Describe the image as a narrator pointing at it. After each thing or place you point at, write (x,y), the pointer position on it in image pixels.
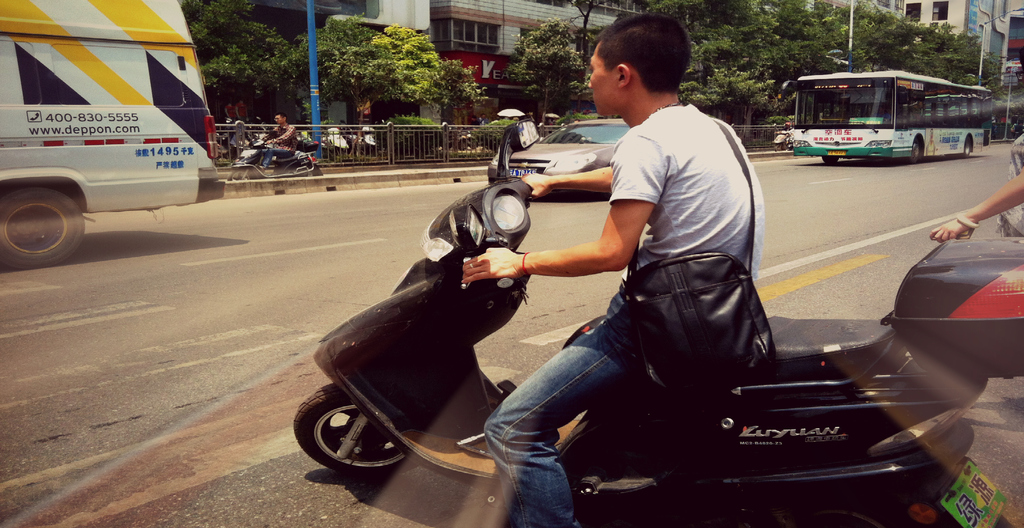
This picture consists of a road (990,188), on the road (990,188) there are buses (883,108) and car (569,148) visible, at the bottom (514,432) a person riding on motor scooter (501,309) visible on road (254,368), on the right side (938,229) I can see a person's hand (1010,208) which is holding a vehicle (921,270), in the middle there is a fence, trees (711,42), poles (850,51), buildings (475,24), a person (286,127) riding on motorbike (290,170) in front of fence (446,129) visible.
